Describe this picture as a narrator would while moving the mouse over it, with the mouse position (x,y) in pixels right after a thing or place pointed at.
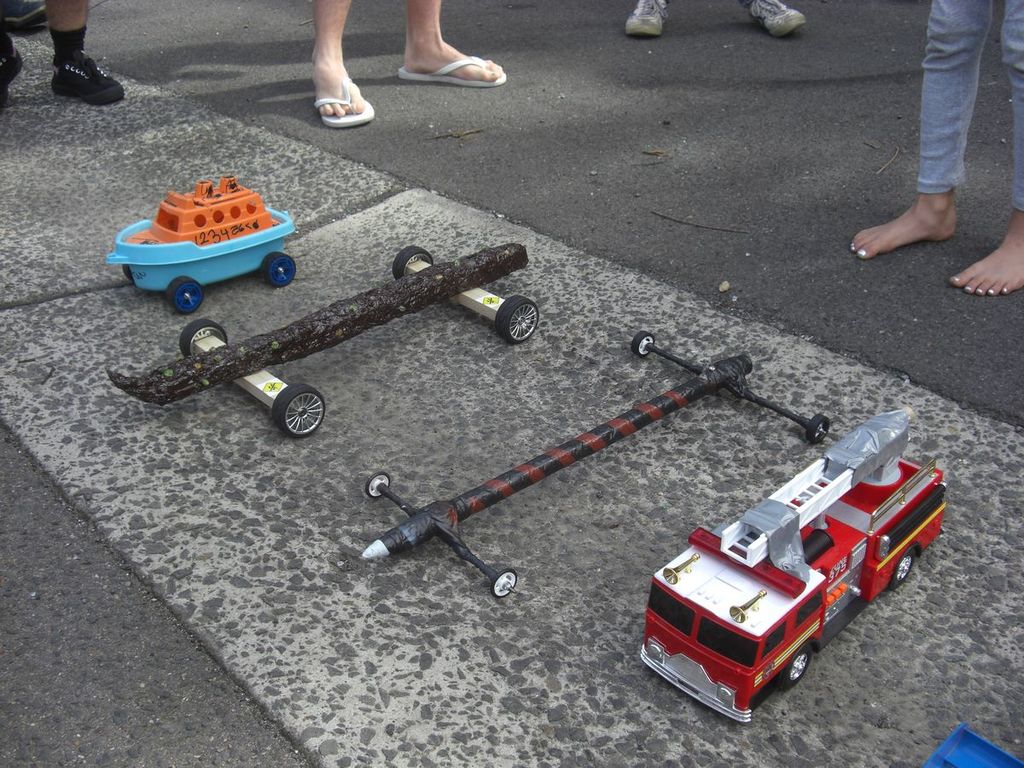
We can see legs (76,26) of few people (637,8). Also there are some toys (348,319).
